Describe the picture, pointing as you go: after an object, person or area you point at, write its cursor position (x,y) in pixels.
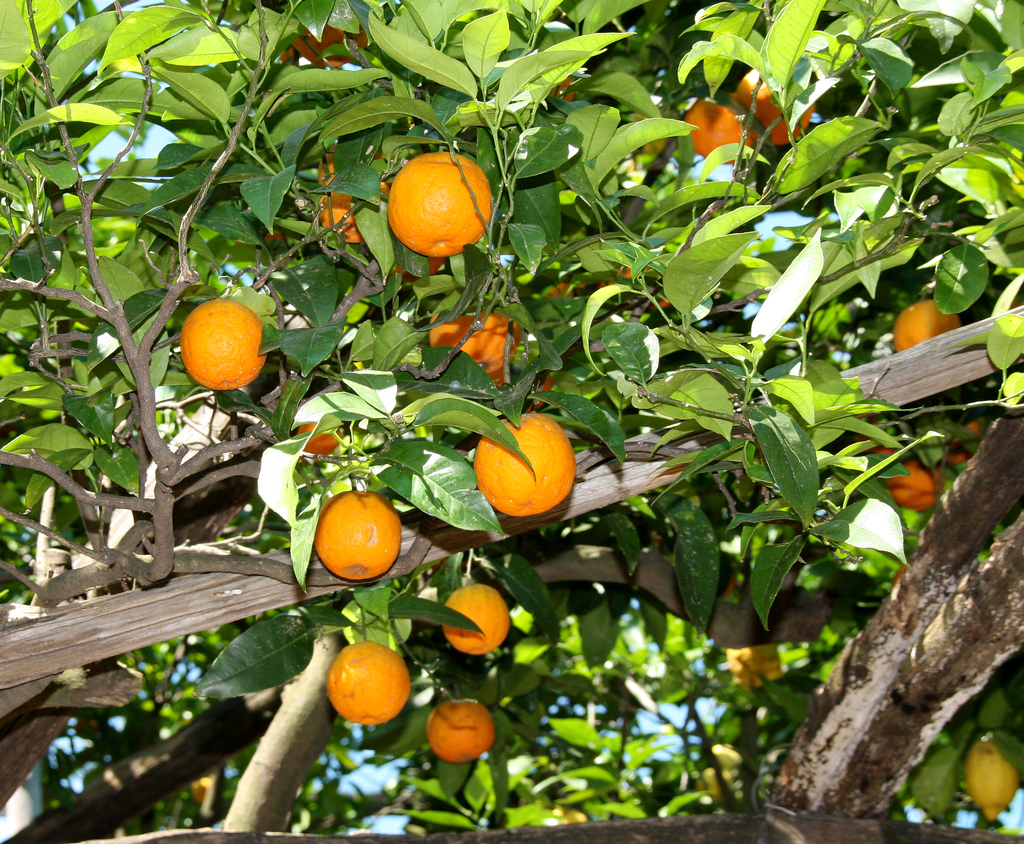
In this image we can see some oranges (488,607) on a tree (622,542), also we can see the leaves (411,781), branches (402,794).
